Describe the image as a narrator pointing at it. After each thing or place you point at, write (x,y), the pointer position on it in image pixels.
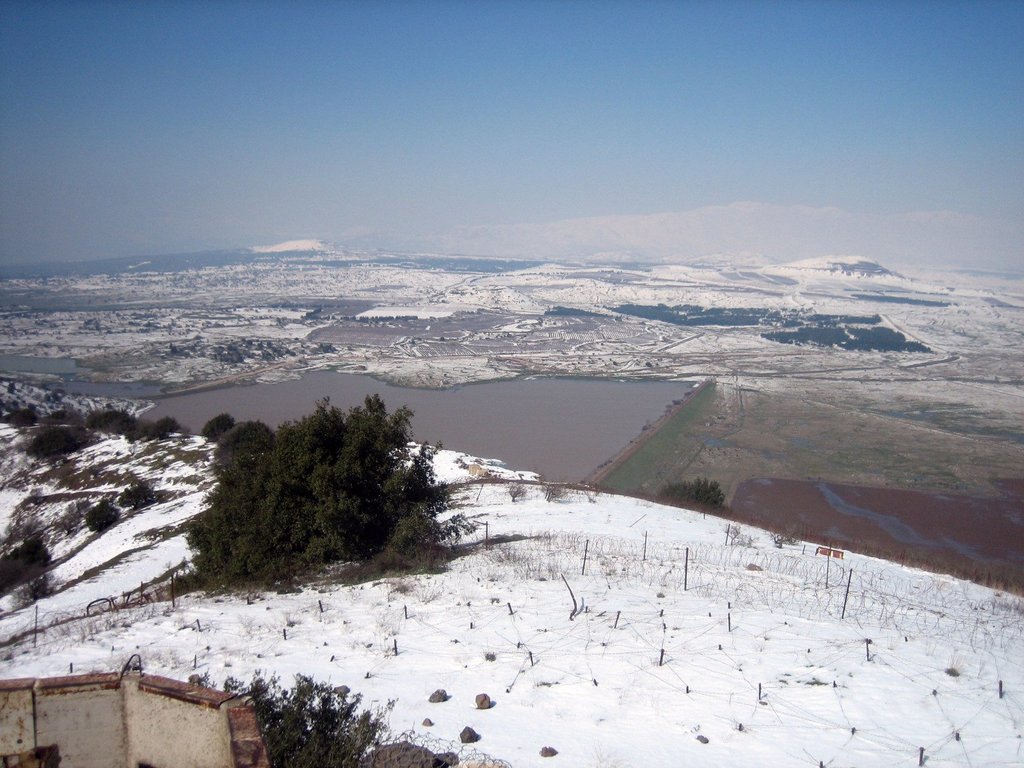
In this image we can see some trees (259,480), snow (637,341), plants (84,419), water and stones (468,730), in the background (693,188) we can see the sky (828,152).
